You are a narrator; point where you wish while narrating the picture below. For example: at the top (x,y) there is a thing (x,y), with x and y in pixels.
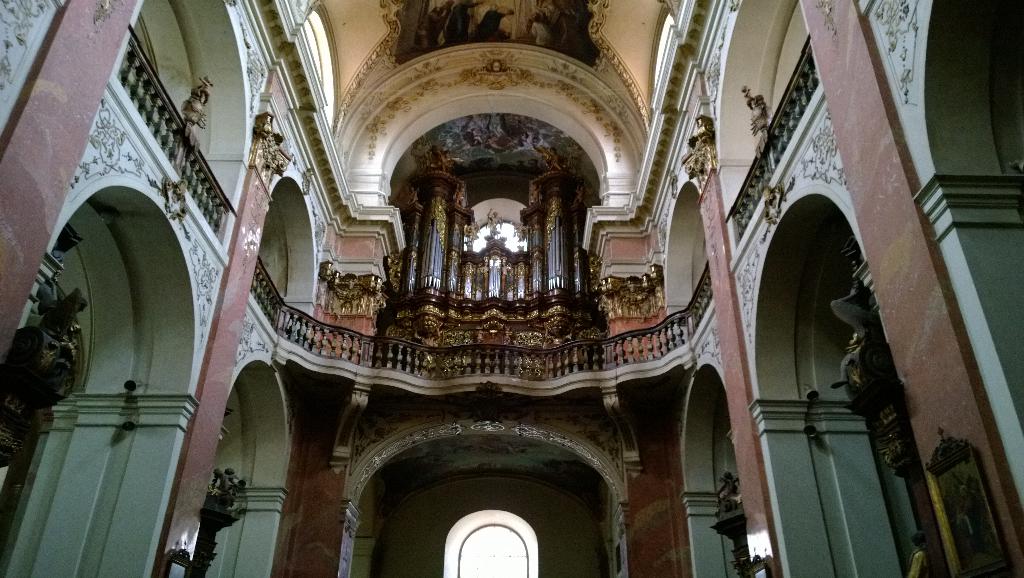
In this image, we can see an inside view of a building (754,166). There is a sculpture (34,350) on the left (70,314) and on the right side of the image (887,347).
